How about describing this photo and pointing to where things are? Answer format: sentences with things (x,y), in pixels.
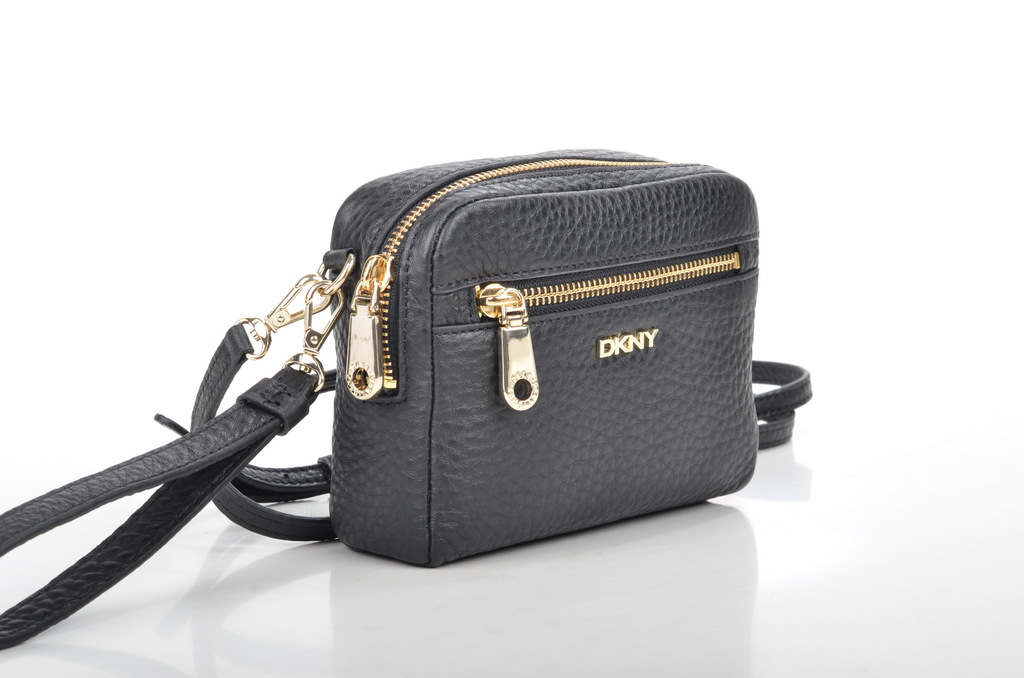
This is a black bag (422,324) with a golden color zip (376,303) and a logo (604,345). Also it is having a black strap (259,470) and a handle (235,440), is placed on a white surface (650,575).
